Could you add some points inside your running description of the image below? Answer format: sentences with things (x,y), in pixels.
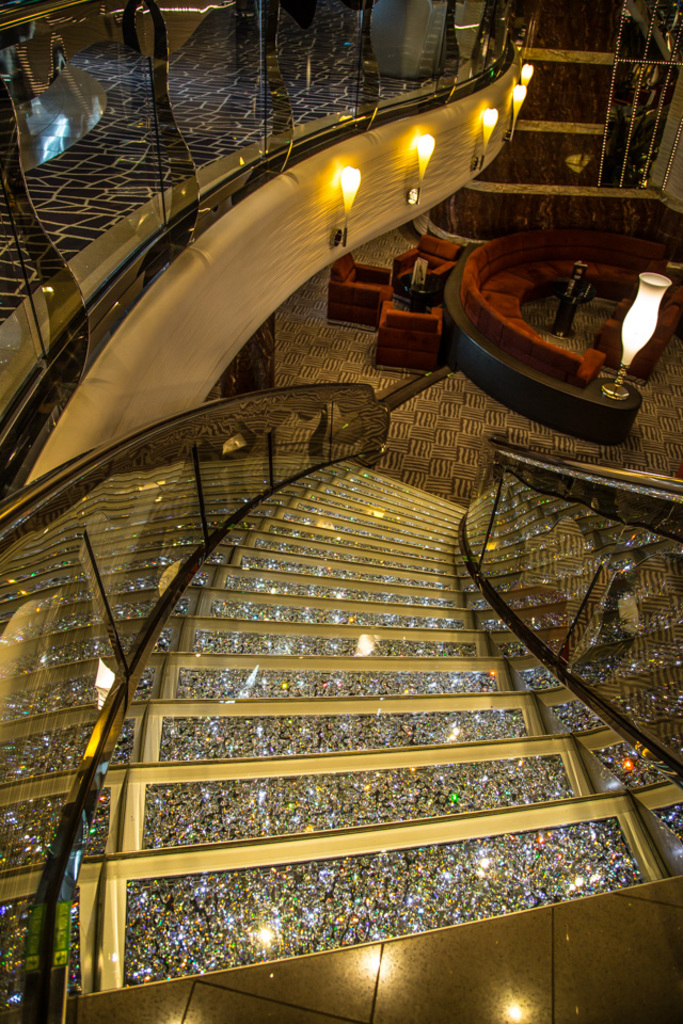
In the center of the image (287,499) we can see stairs (355,646). At the top left corner (88,146) we can see lights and floor (197,142). In the background (261,368) we can see sofa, chairs (396,314), light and wall (567,169).
